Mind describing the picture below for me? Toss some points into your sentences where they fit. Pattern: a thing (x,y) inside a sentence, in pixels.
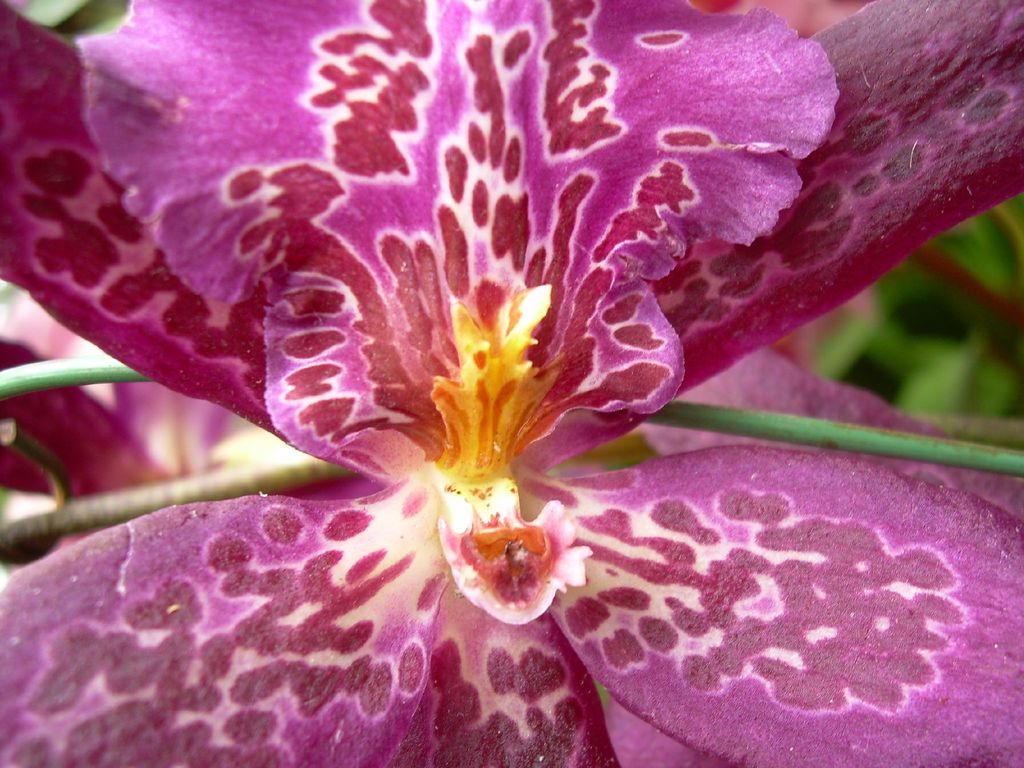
In this image we can see a plant (411,70), there is a pink flower (972,126), there are petals (317,510).
